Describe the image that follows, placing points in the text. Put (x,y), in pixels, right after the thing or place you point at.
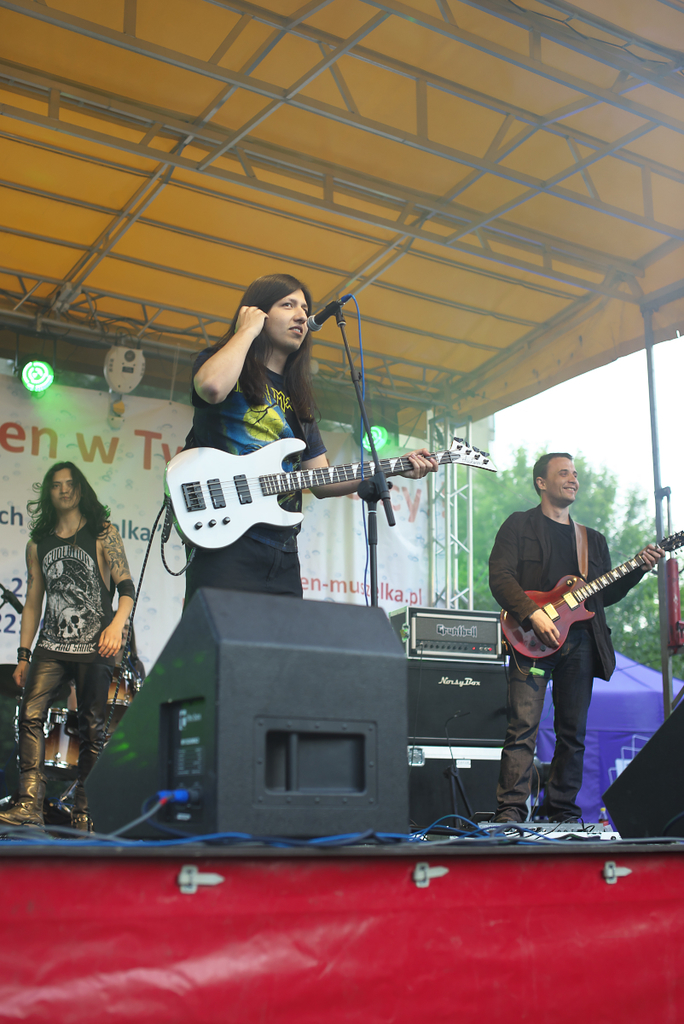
In this image, we can see a few people (63,587). Among them, two people (521,603) are holding musical instruments (388,463). We can see some poles (666,698). On the top (274,117), we can see a shed (322,125) and some rods (170,163). We can also see a stage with some objects (668,796) on it. We can also see a poster (134,451) with some text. We can also see some lights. There are some trees (487,493) and we can see the sky (625,391).
